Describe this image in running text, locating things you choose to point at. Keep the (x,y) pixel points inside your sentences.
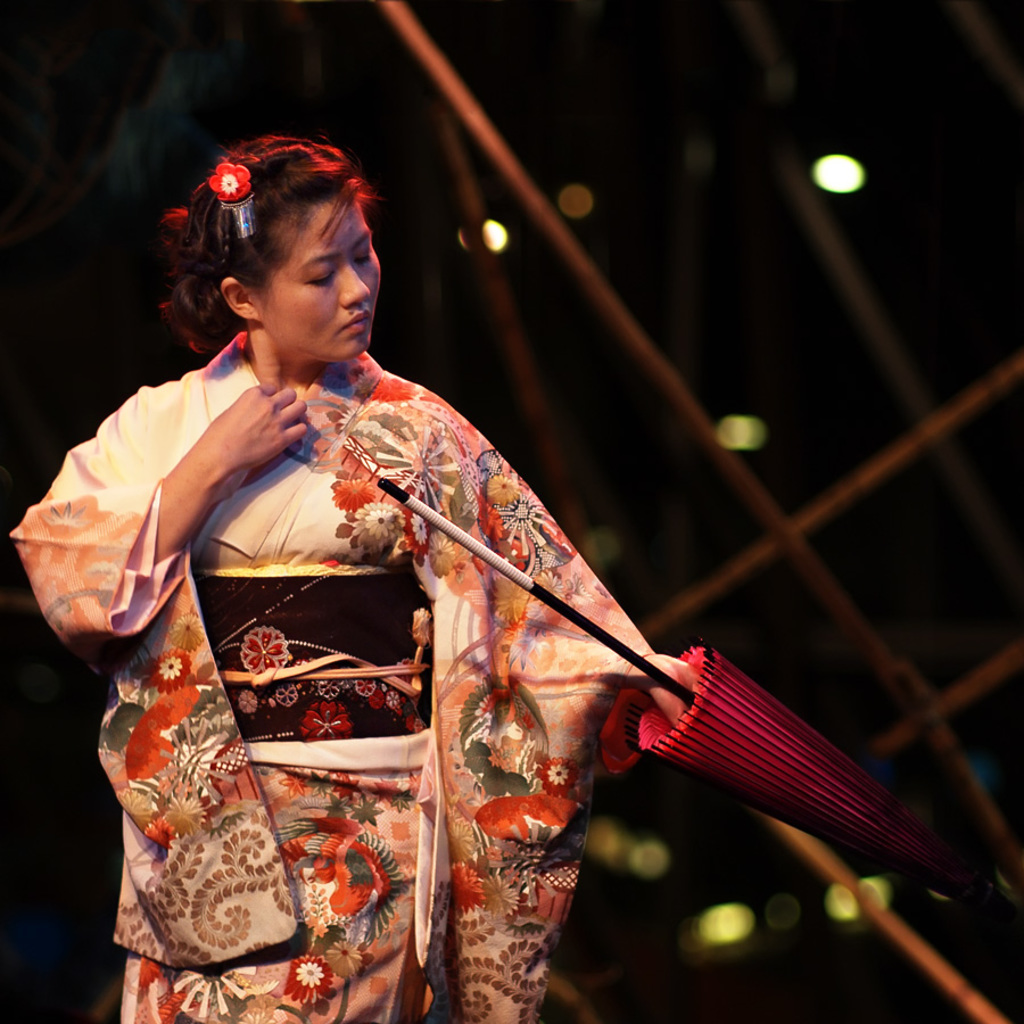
This image consists of a woman (388,587) holding an umbrella (770,718). In the background (703,583), there are lights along with sticks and trees (176,74).
